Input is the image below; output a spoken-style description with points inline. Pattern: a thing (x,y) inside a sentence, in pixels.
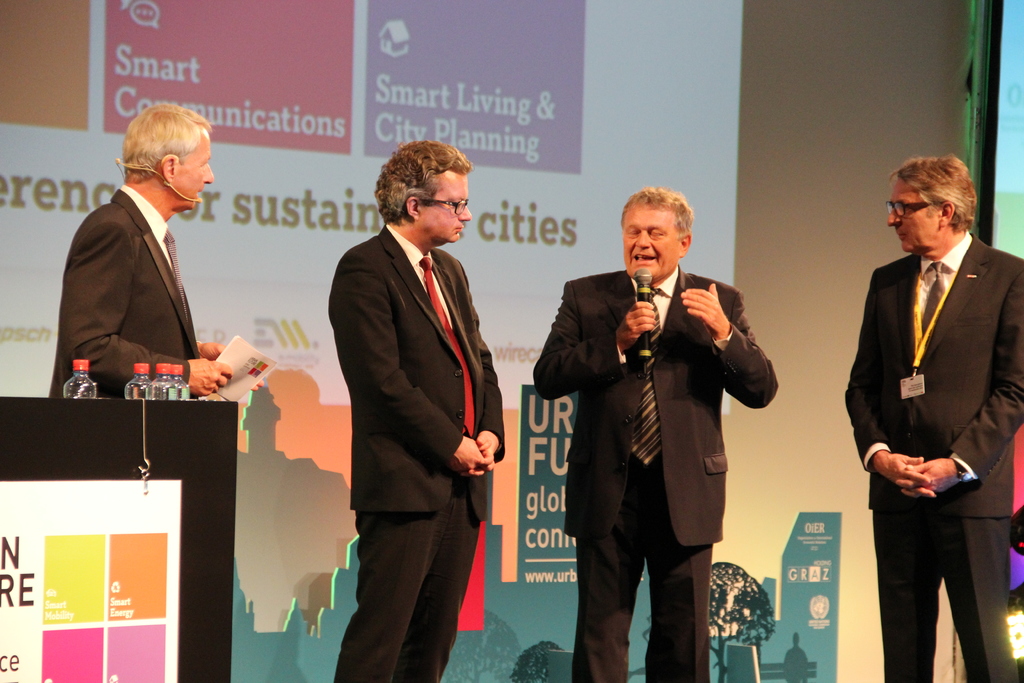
In this image we can see four men (882,323) standing, one black podium (191,422), four water bottles (81,390) on the podium (193,599), one board (33,574) with text (52,621) hanged, one man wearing an ID card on the right side of the image (921,365), one banner (76,98) with text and images (314,80) in the background (309,94). There is one light (1013,629) on the bottom right side of the image (1023,552), one screen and one object (1023,539) on the right side of the image (1020,109). One man (164,188) wearing a microphone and holding a paper (243,379). One man (643,236) holding a microphone (649,341) and talking.
